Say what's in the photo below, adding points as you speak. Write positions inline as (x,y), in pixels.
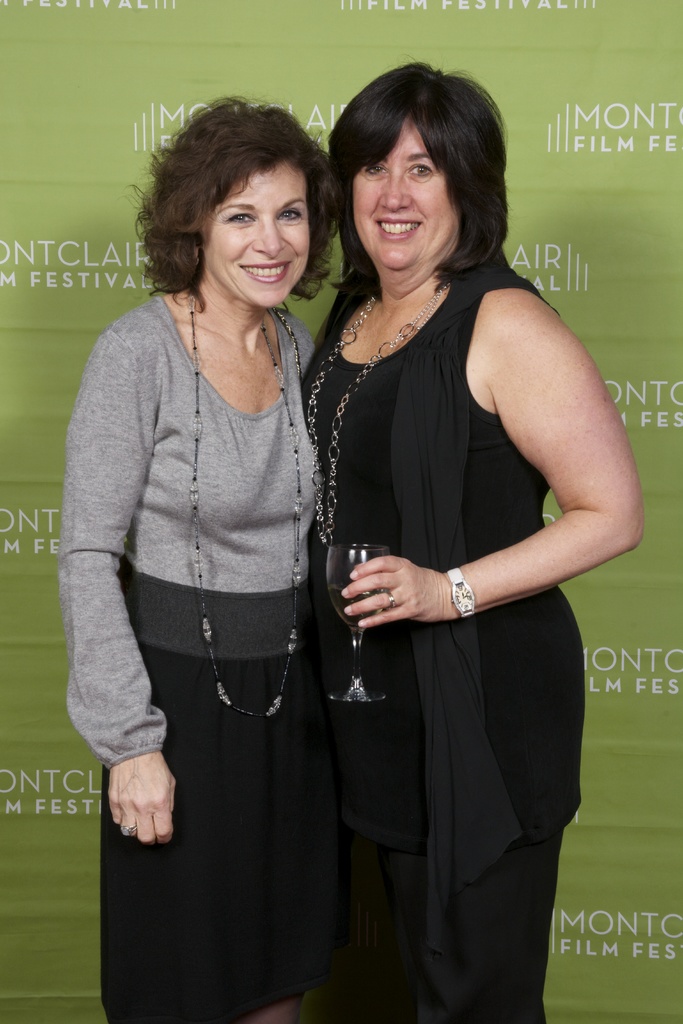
In this picture there are two persons (458,694) are standing. This person (381,596) holding glass (351,548).
